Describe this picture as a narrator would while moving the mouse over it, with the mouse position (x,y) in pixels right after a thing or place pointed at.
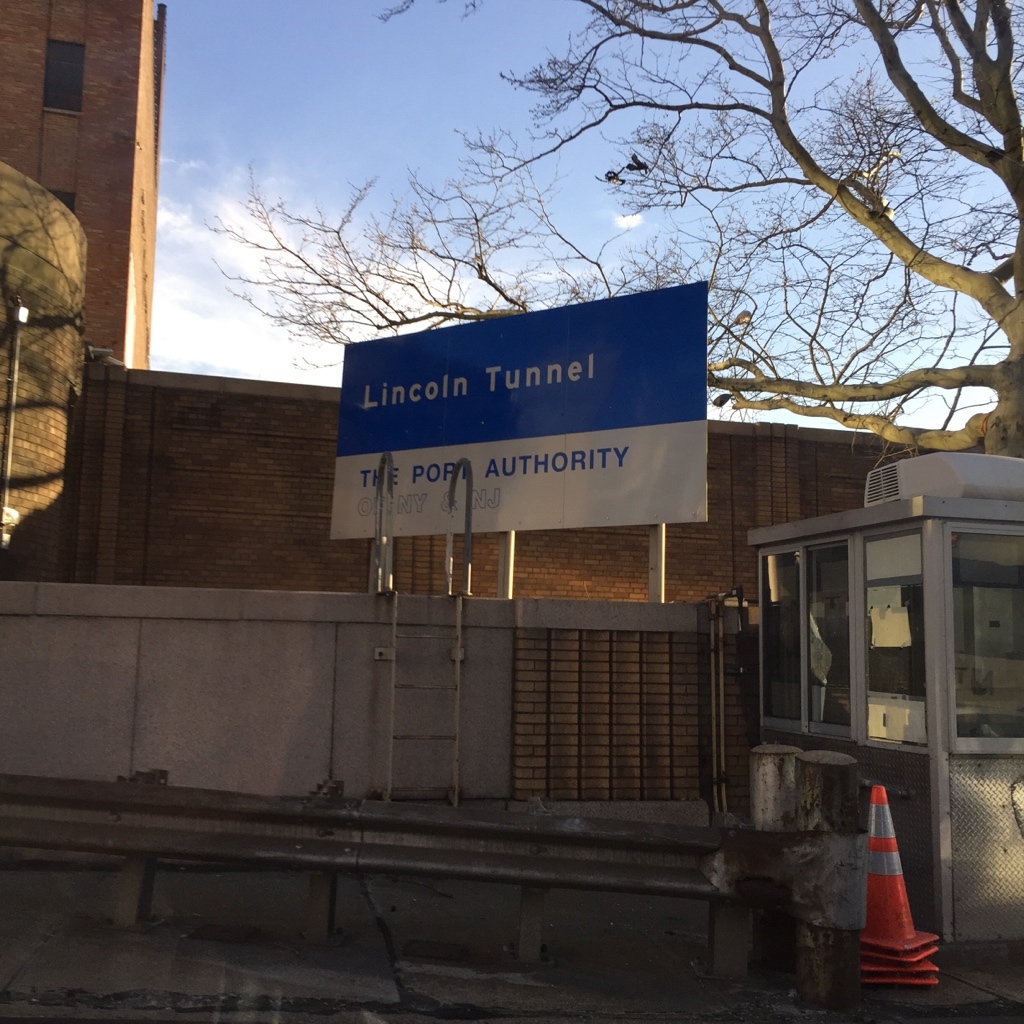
This picture shows a building (46,13) and we see a name board (475,524) and few cones (892,978) and a tree (960,379) and we see a blue cloudy sky (549,235).
